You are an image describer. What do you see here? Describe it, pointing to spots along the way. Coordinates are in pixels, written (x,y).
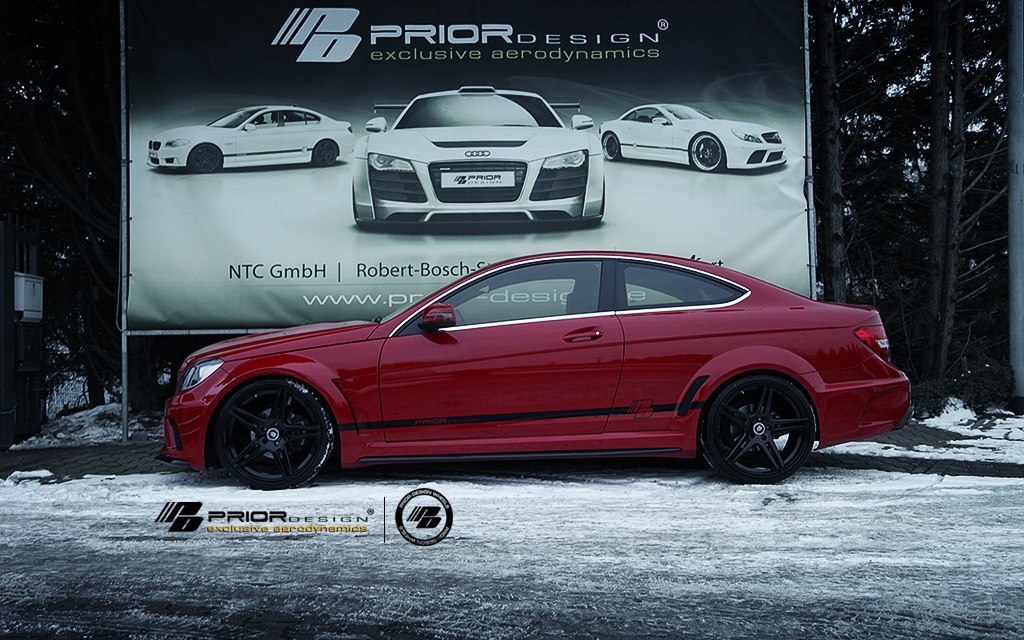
In this picture I can see there is a car (641,267) parked here, it has doors (477,332), windows (666,293) and there is a banner (741,47) in the backdrop (490,228) and there are trees (925,151) at left (74,309) and right sides. There is some snow (325,558) on the floor (275,573).
